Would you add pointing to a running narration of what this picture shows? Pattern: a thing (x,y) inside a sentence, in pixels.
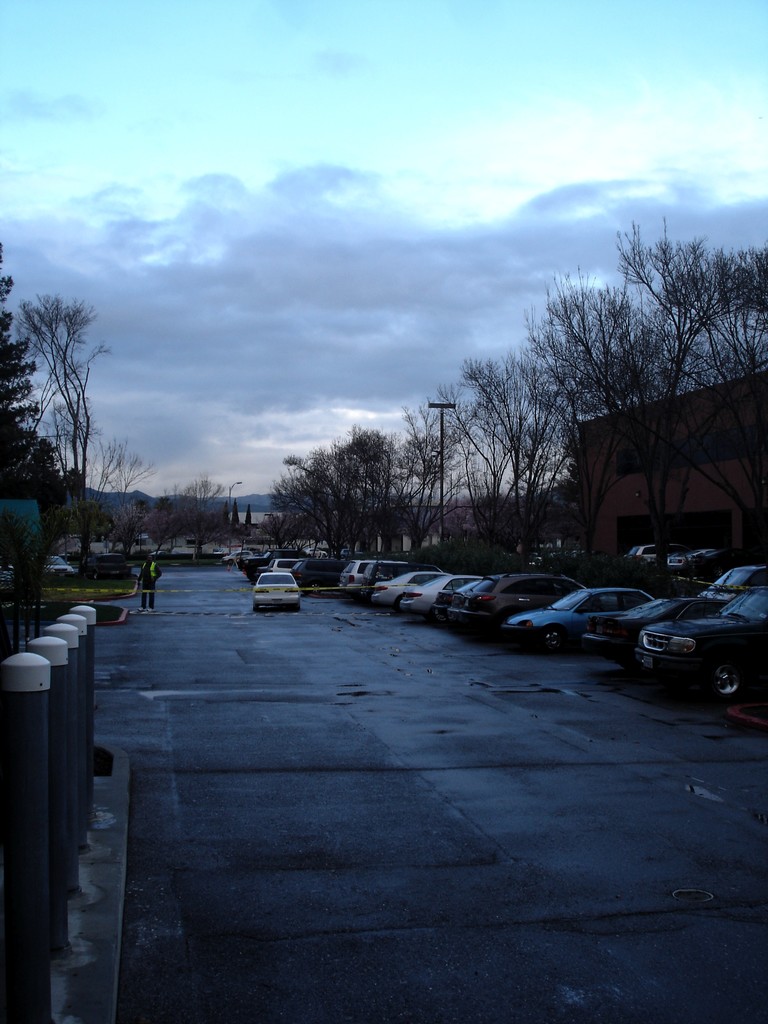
This picture shows few trees (408,529) and few cars (343,551) parked and a car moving on the road (228,632) and we see a human (149,560) walking and we see a building (635,511) and a blue cloudy sky (321,240) and few poles (80,641) on the side.
